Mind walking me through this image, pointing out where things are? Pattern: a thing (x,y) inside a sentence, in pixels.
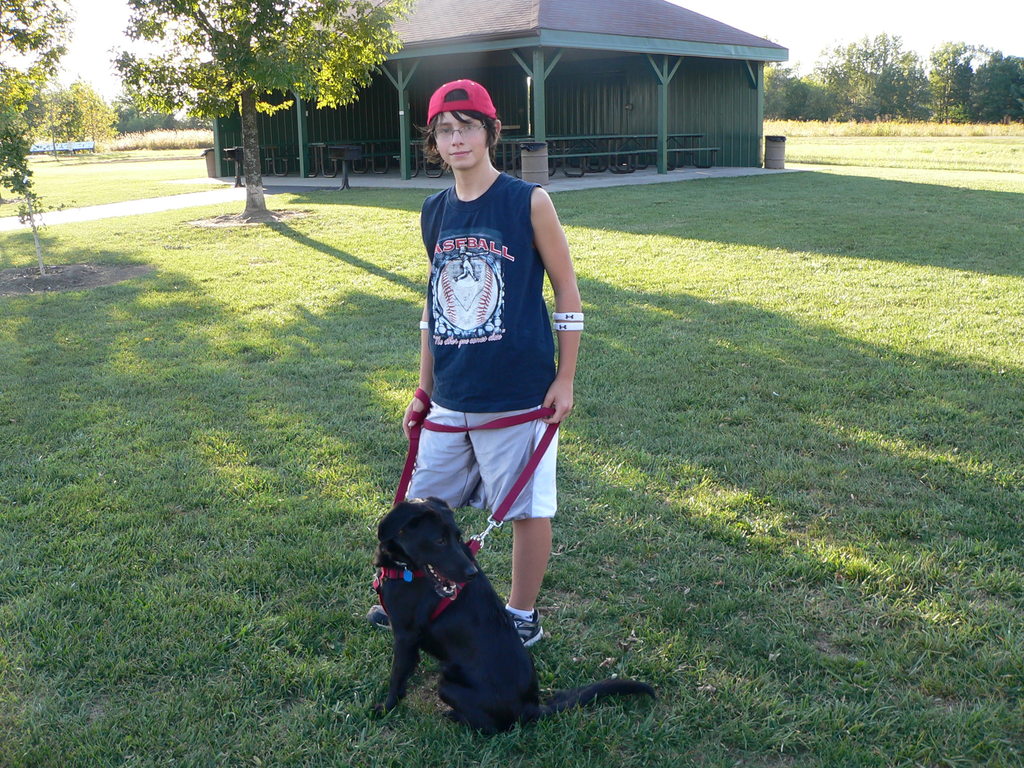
The picture is taken outside of the house (530,93). It is a sunny day. One person (520,425) is present in the picture holding a dog (449,595) wearing a red cap (460,112) and blue t-shirt (504,379), shorts (510,514) and shoes (530,624). He's standing on the grass (305,527) behind him there are trees (261,213) and one big house (737,134) with chairs (581,170) and benches (579,170) and a dustbin (780,153).
